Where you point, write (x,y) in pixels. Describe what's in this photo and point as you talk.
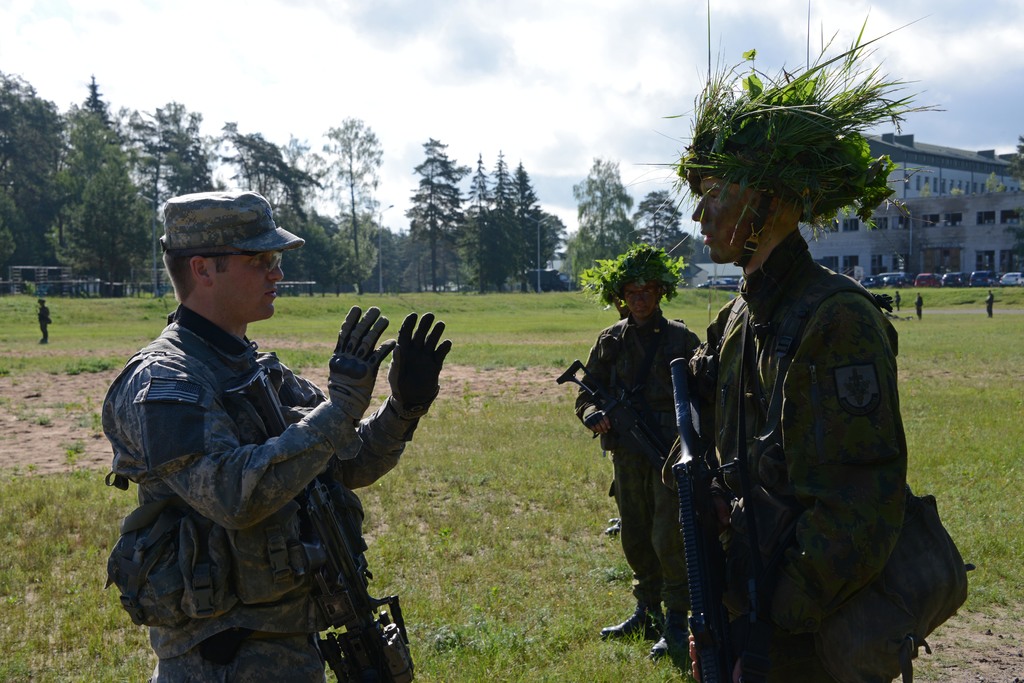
This is an outside view. Here I can see few people (256,495) wearing uniform (256,494) and standing by holding rifles (681,474) in their hands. On the left side (215,352) the person (215,495) who is standing is telling something to the remaining people (670,357). On the top of the image (492,40) I can see the sky (468,73). In the background (500,224) there are few trees (504,239) and a building (942,199). In front of this building (893,257) there are few cars (967,283).
